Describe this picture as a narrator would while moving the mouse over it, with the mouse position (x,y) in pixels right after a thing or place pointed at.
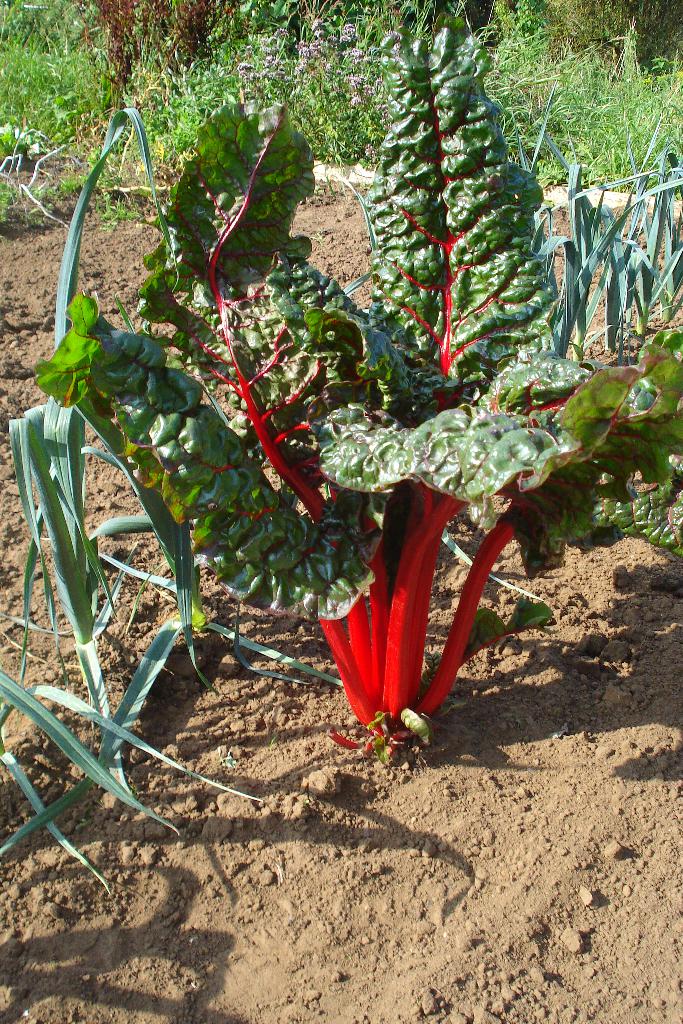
In the image there are plants (201,367) and grass (500,90).
